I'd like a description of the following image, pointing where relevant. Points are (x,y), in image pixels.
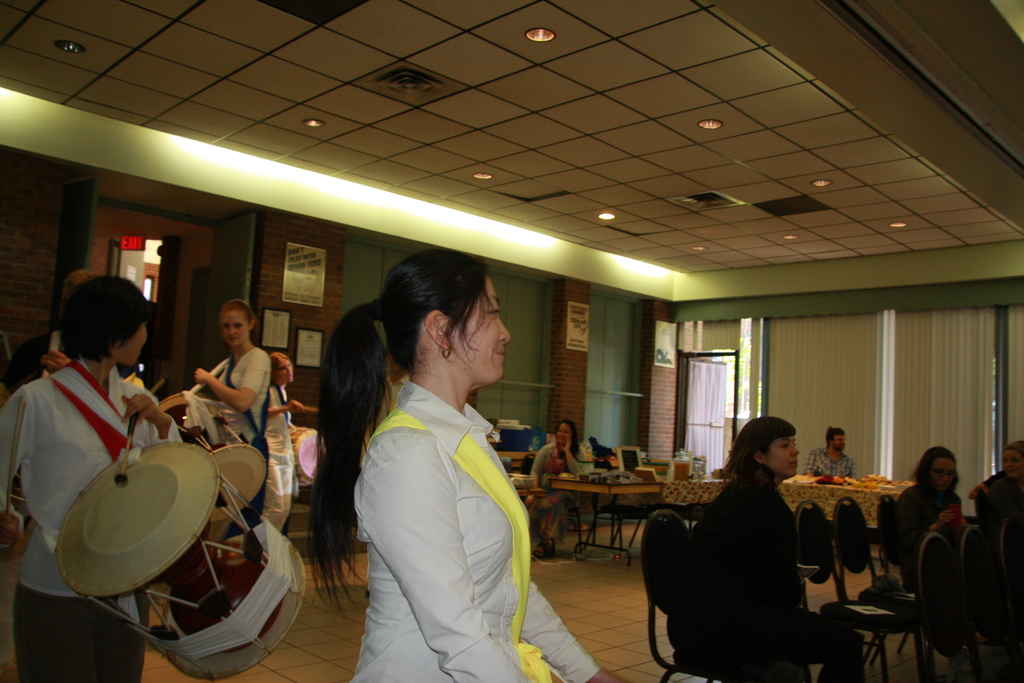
This image is taken inside a room (43,312). In the middle of the image (441,264) a woman (500,585) is standing. In the left side of the image (35,653) a woman (49,652) is standing and wearing a drum (171,537) on her neck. In the right side of the image (1012,513) there are few chairs (1013,567) and few people (714,643) are sitting on them. At the background (739,337) there is a wall (572,395), windows (750,344) with curtains (806,387) and few frames (317,335) with text (297,261) on it. At the top of the image (922,48) there is a ceiling (277,9) with lights (516,241).
